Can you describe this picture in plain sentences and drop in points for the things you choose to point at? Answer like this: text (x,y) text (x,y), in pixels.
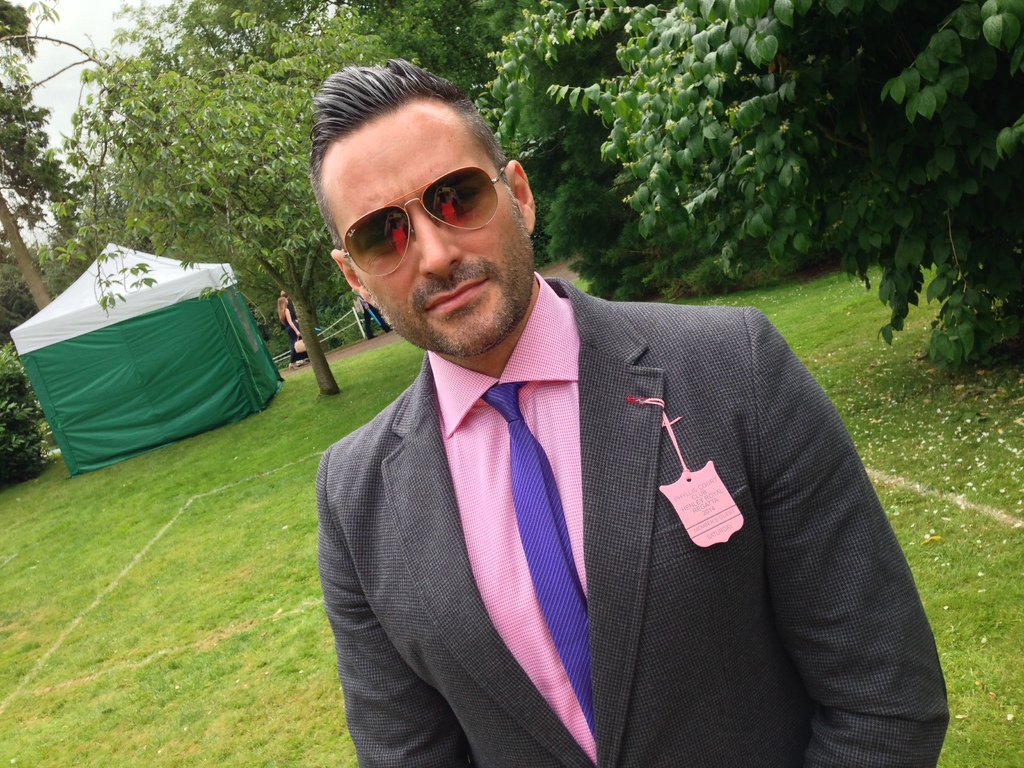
In front of the picture, we see a man (624,424) in the grey blazer (642,423) and the pink shirt (475,497) is standing. We see a pink color tag (712,486) with some text (701,514) written. He is wearing the goggles (434,206) and he is posing for the photo. At the bottom (234,709), we see the grass (232,655). On the right side (847,209), we see the trees (895,288). On the left side (136,286), we see a tent (157,374) in white and green color. Beside that, we see the people (301,356) are walking. There are trees (222,197) in the background (640,173).
